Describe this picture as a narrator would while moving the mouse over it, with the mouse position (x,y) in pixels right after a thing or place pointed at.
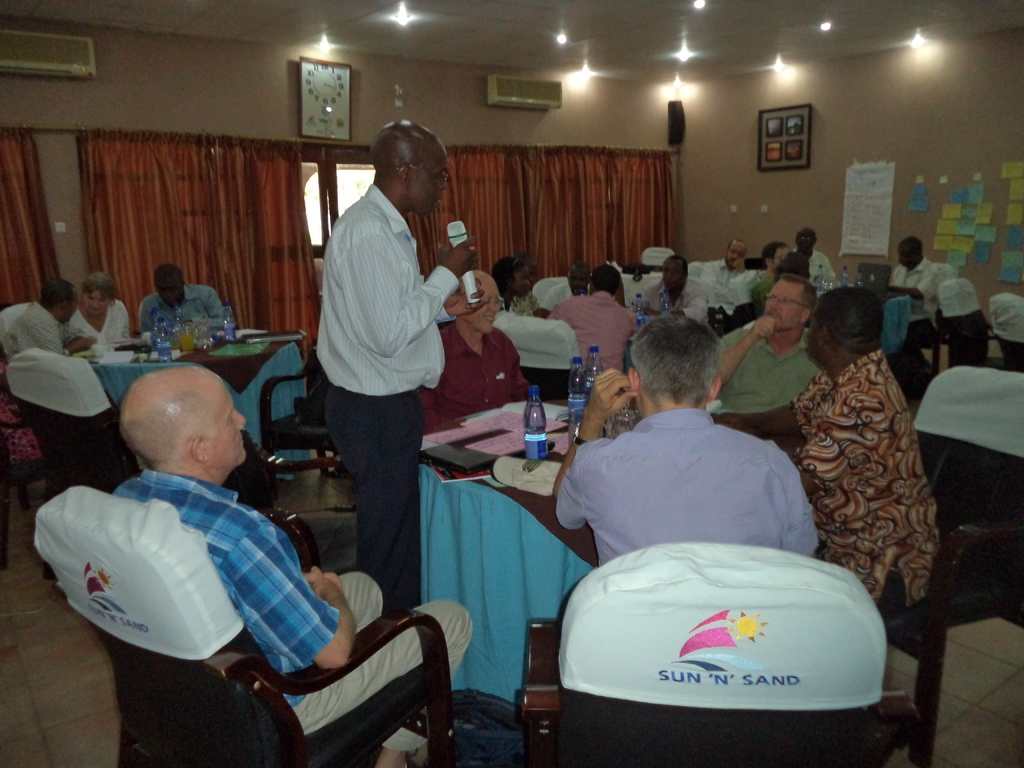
This picture shows a group of people (487,368) seated on the chairs (522,351) and we see a man (332,299) standing and speaking with the help of a microphone (467,286).
